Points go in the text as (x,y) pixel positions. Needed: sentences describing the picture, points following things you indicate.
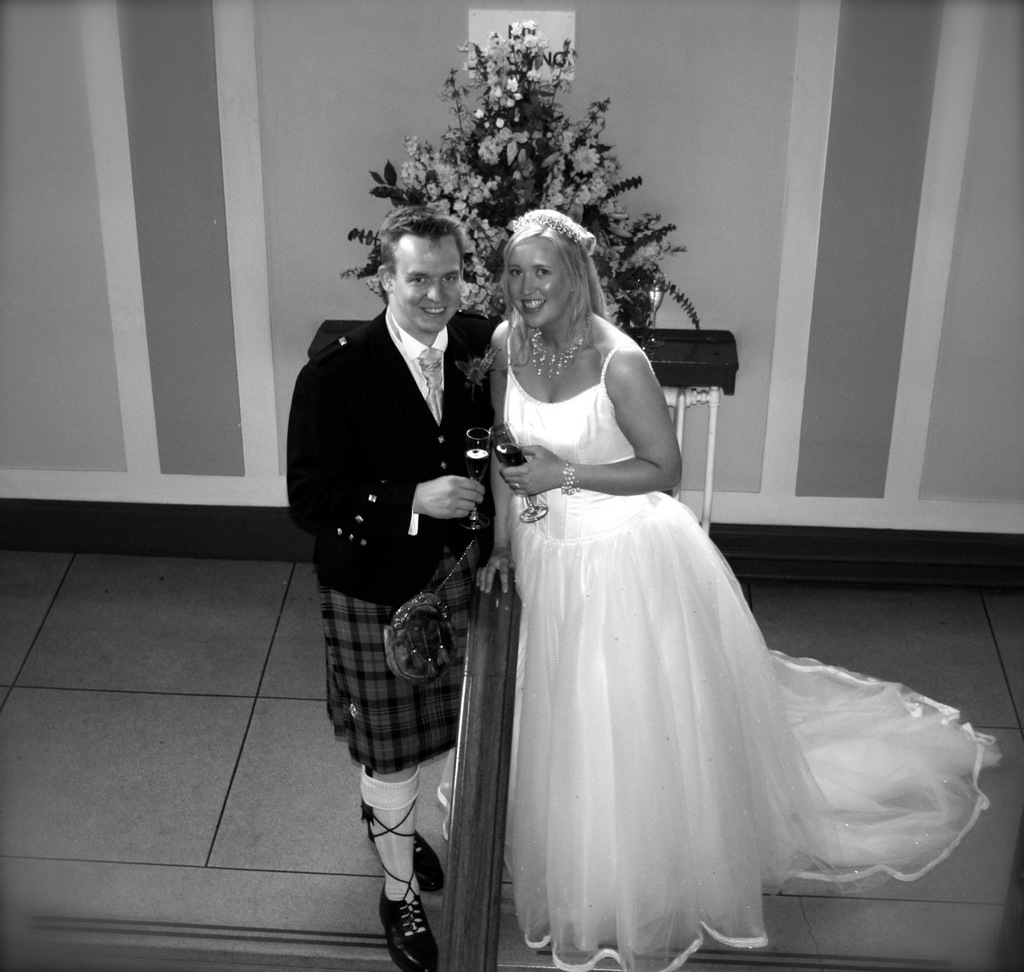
In this black and white picture two people (415,572) are standing on the floor (111,932). They are holding glasses (488,448) in their hands (531,471). Behind them there is a table (728,351) having a flower vase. Background (50,454) there is a wall (440,22). In between the people (434,884) there is an object (457,886).
